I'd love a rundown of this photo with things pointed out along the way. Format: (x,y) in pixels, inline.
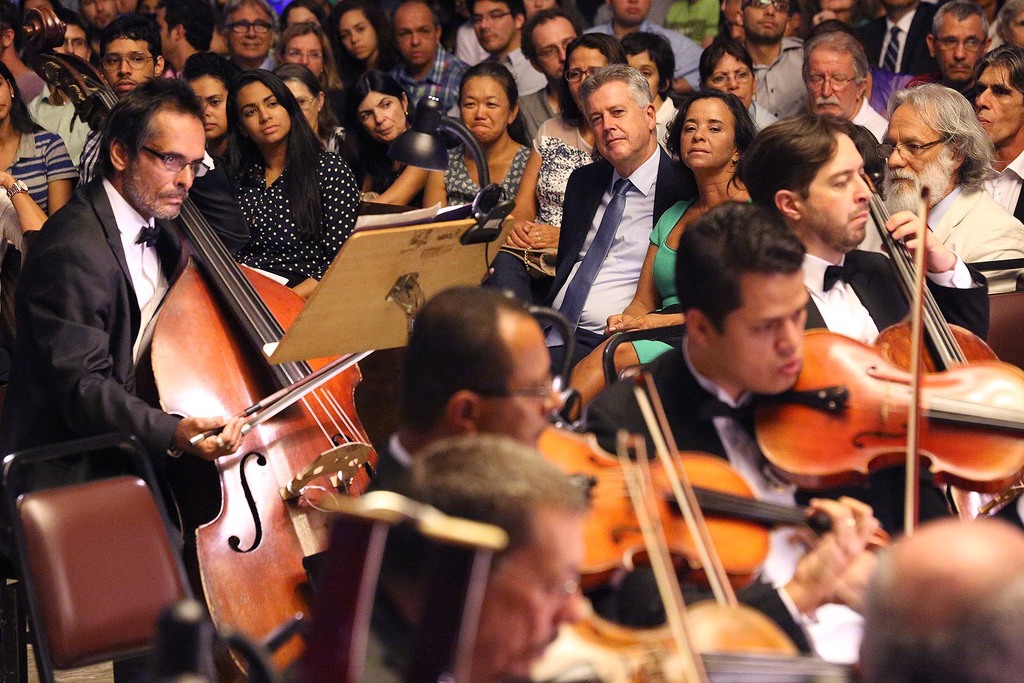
In this image I can see number of people (588,70) are sitting. I can also see few of them are holding musical Instruments (932,316). Here I can see a chair (36,501) and a lamp (440,170).
